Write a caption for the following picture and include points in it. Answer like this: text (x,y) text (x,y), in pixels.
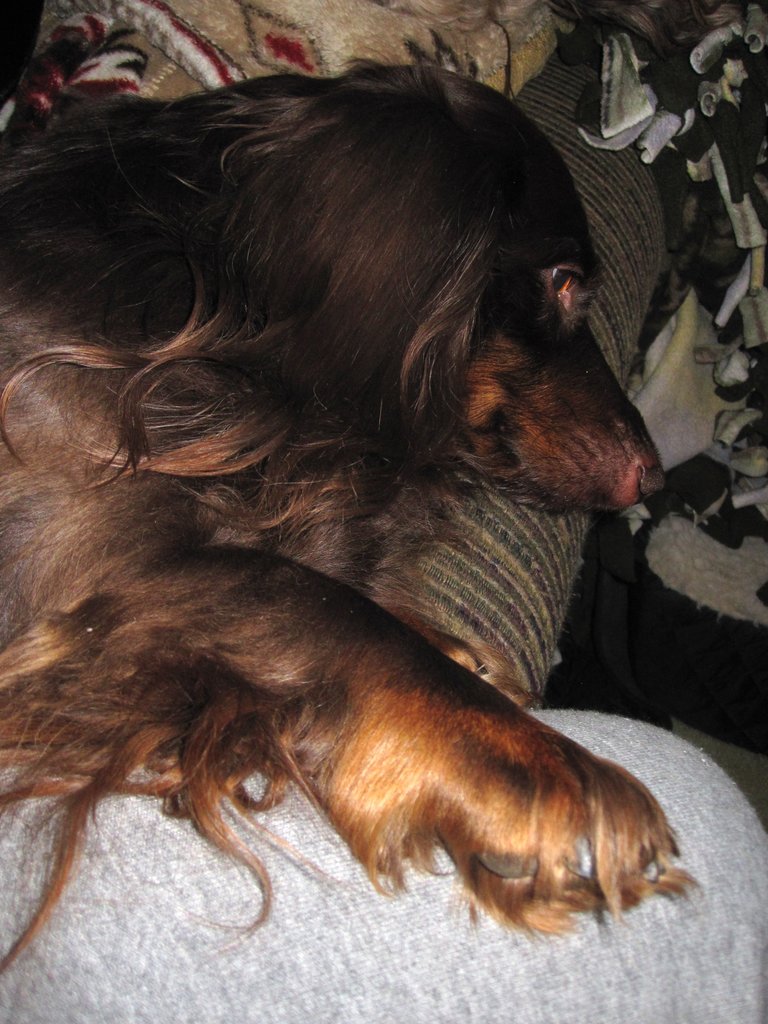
There is a dog (319,375) lying on a sofa (607,301). In the back (501,72) there are some clothes (661,62). To the down we can see a person's leg (489,975).
